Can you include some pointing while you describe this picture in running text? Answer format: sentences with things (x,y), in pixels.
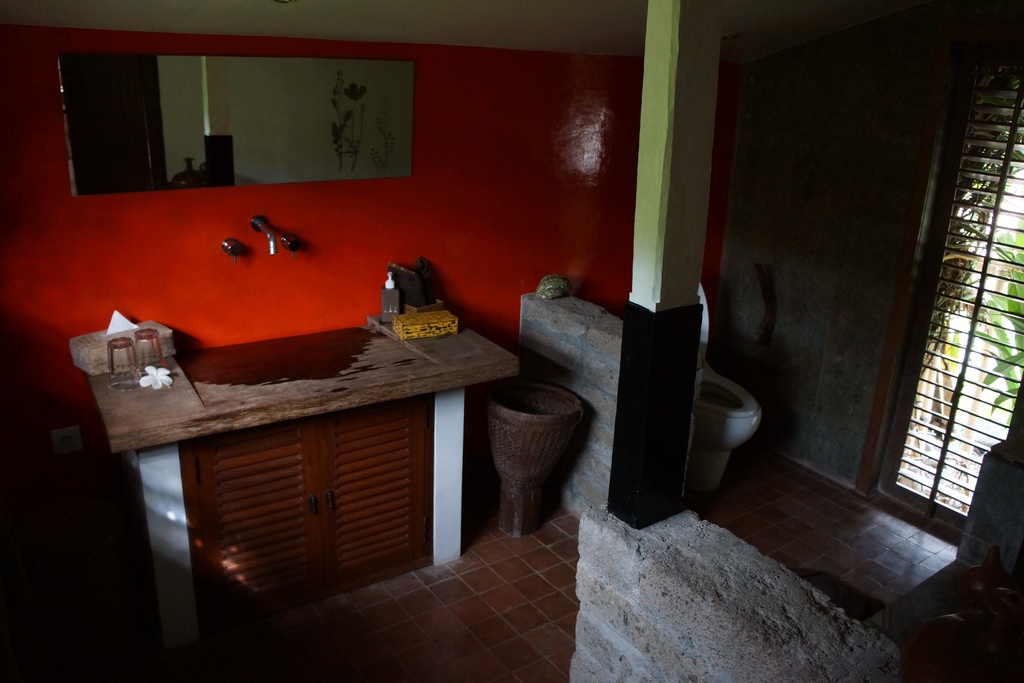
In this image I can see a mirror (246,172) attached to the wall (540,107) and the wall (483,182) is in orange color. I can also see few taps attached to the wall (292,267), few glasses (151,341) and bottles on the wooden surface (407,351), a toilet (694,441) in white color, a window (974,356) and few plants (994,301) in green color.
